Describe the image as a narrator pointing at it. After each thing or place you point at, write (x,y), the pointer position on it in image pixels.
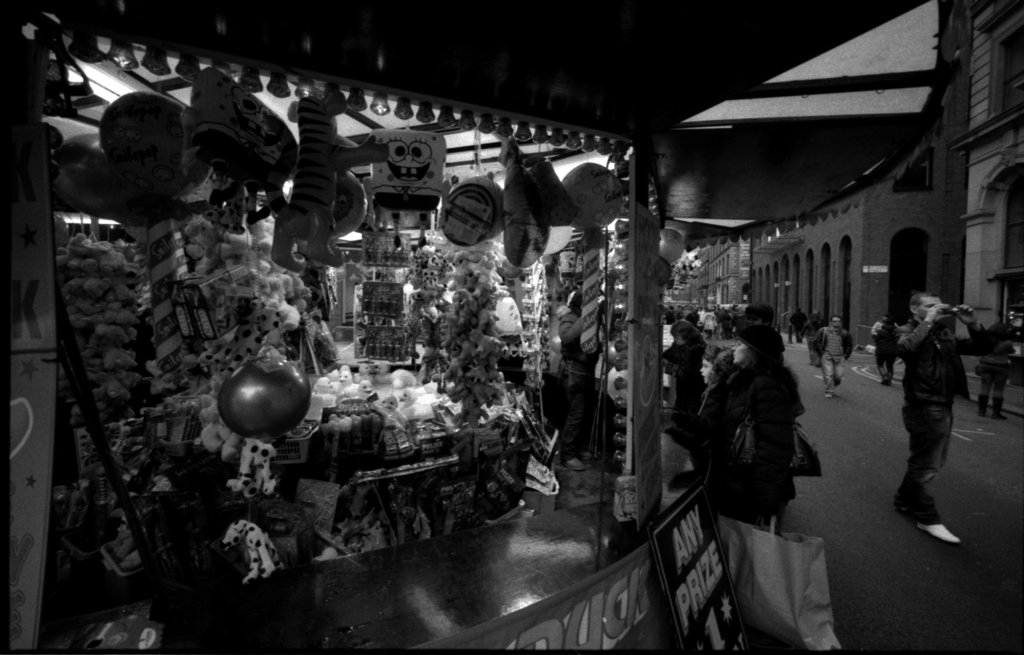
In this image I can see number of people (777,359) are standing. Here I can see few of them are carrying bags (764,619) and I can also see one person (927,318) is holding a camera (944,321). I can also see number of buildings (1002,205), soft toys (331,151) and here I can see something is written. In this image I can see this image is black and white in colour.
